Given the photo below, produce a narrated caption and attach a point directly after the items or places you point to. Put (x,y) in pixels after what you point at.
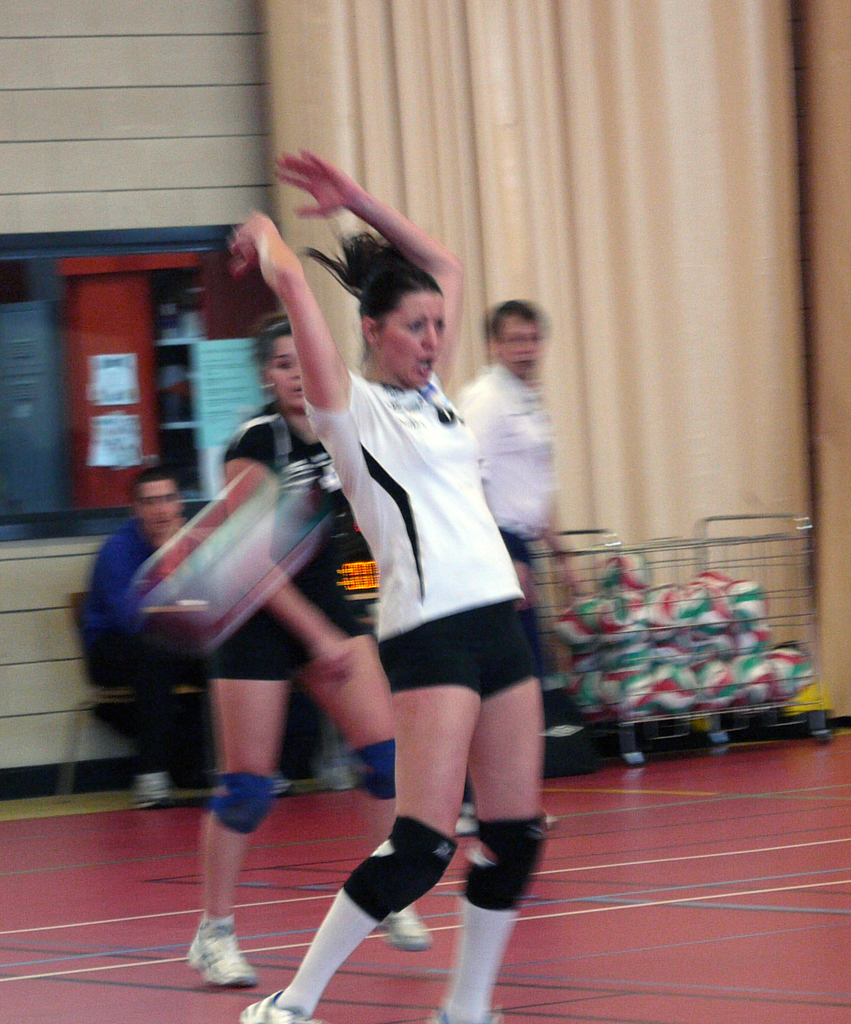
This picture is clicked inside. In the center (434,433) we can see the group of people (358,393) seems to be standing on the ground (258,913). On the right (757,626) there is a trolley (763,573) containing many number of balls (712,618). In the background (154,42) we can see a wall (143,59), curtain (302,117), a person (105,580) sitting on the chair (133,690) and some other objects (123,367).
